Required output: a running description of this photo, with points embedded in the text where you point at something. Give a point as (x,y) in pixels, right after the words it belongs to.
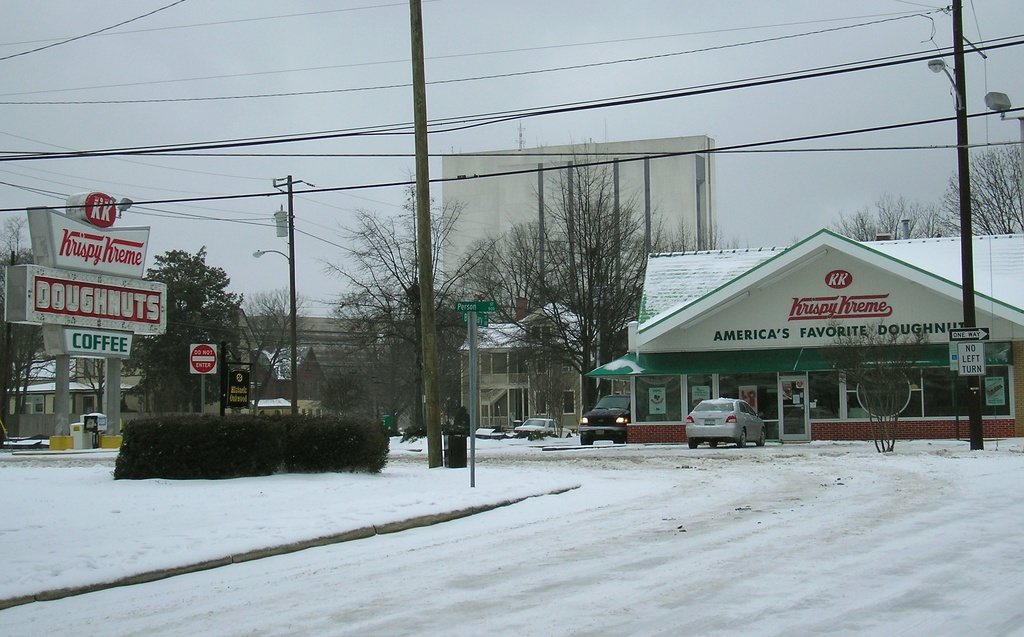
On the left side (202,458), there are plants (328,454), poles (431,439), trees (182,314) and buildings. On the right side (769,470), there are vehicles (622,403) on the road (647,446), on which there is snow (868,527), there is a pole (957,13) having cables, there are trees (918,235) and there are buildings (1023,271). In the background (773,34), there are clouds (408,77) in the sky (169,66).
